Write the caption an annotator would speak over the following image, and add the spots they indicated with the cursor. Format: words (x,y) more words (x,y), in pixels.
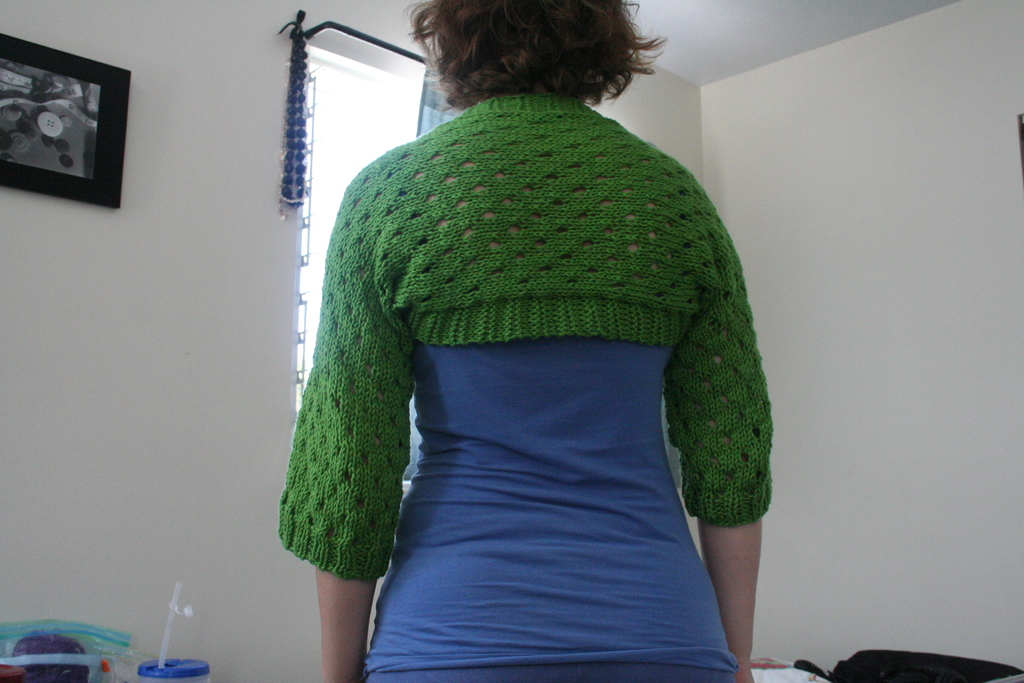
In the image there is a woman (511,473) blue t-shirt (541,344) wearing green shrug (407,320), on the left side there is a photograph (39,166) on the wall (175,383) with a window (310,132) in the middle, on the left side (162,673) bottom there is a soft drink bottle (173,665) and a cover (40,672), on the right side (936,675) it seems to be a bag (850,669) on the bed (814,682).
